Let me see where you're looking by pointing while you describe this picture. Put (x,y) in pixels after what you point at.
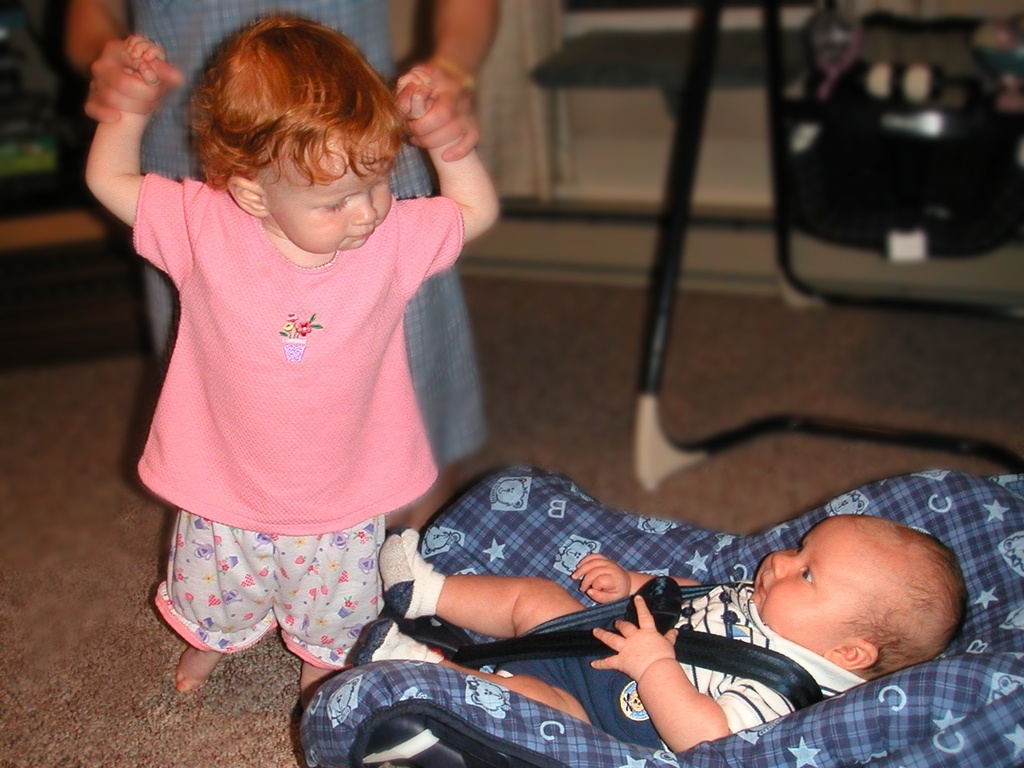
In this picture we can see a person (151,265) holding hands (125,70) of a child (386,357) and in front of this child (421,451) we can see a baby (884,605) on an object (474,744) and in the background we can see some objects (907,106) and it is blurry.
